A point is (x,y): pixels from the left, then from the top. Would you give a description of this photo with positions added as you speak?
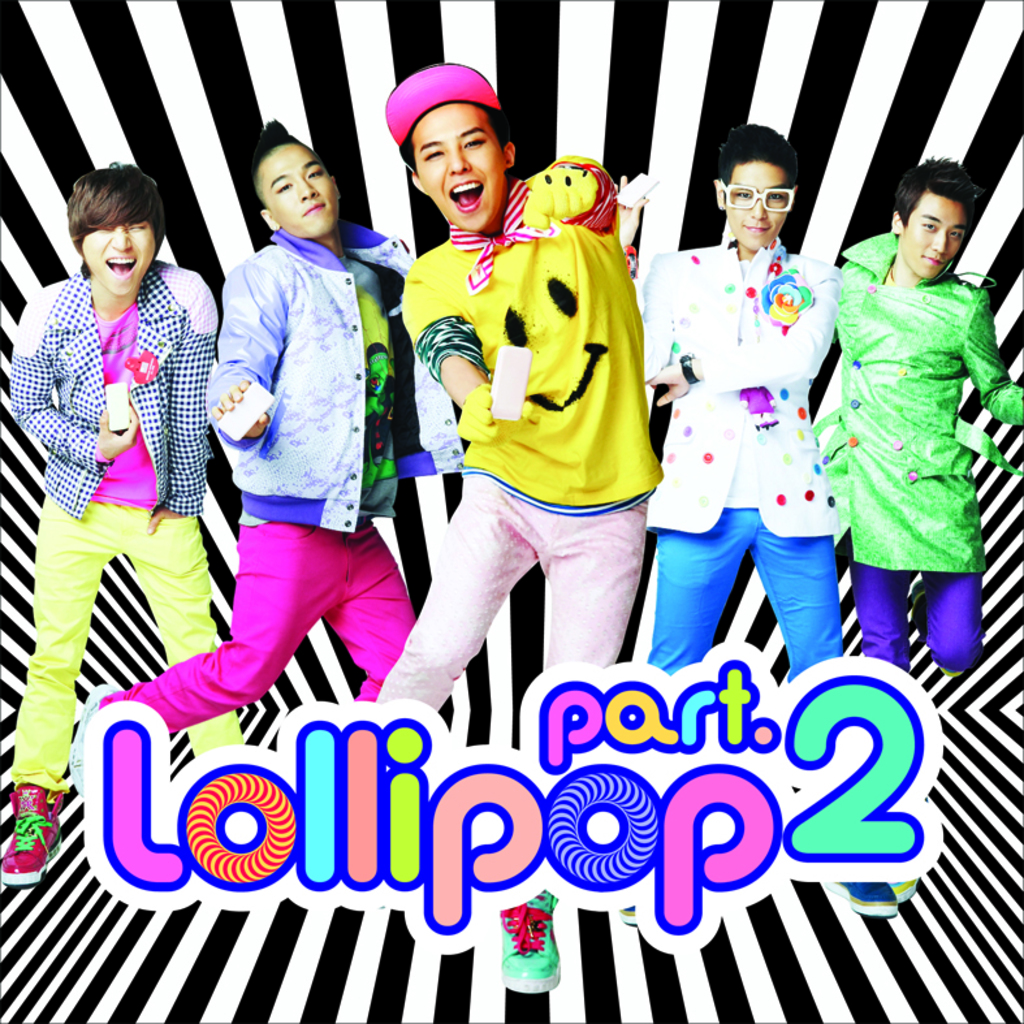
This picture seems to be an edited image. In the center (560,441) we can see the group of people (473,301) holding some objects (637,188) and standing. On the right (920,237) we can see a person (897,399) wearing green color jacket (873,450) and seems to be standing and we can see the text (439,815) and number (860,703) on the image.
